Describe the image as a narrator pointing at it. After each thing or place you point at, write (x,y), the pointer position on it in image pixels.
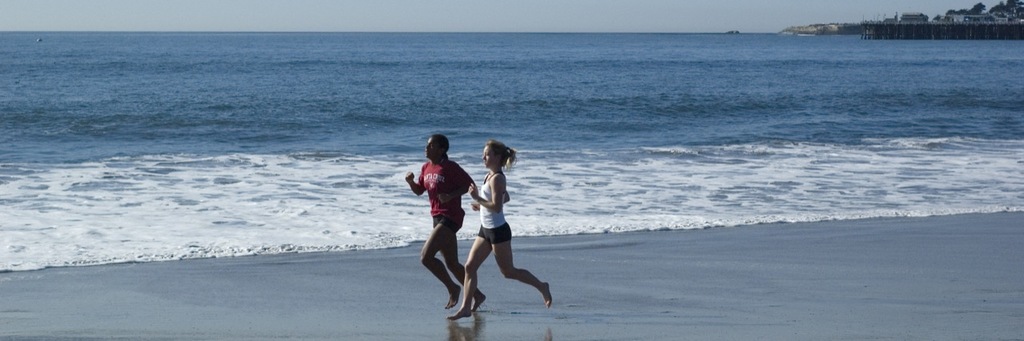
In this image there are two women (456,231) running in the beach (471,241). In the right (896,30) there are buildings (943,17), trees (972,11) and also a fence (963,34). Sky (499,15) is also visible.
